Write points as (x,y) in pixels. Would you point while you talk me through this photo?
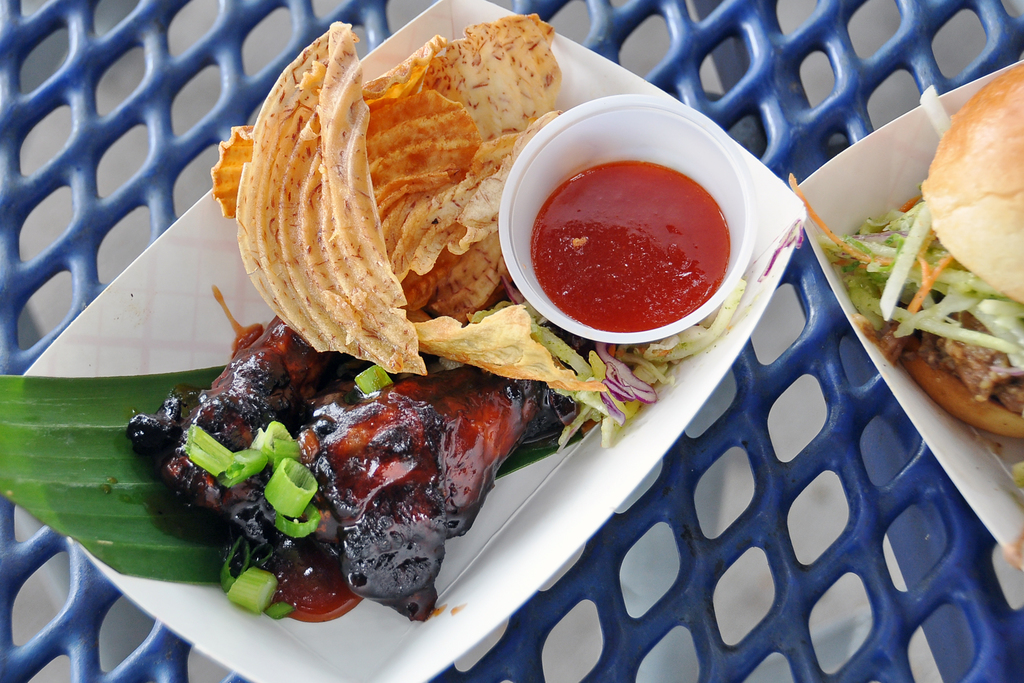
In this picture I can see 2 white color plates (873,164) in front (849,220) and on the plates (214,280) I can see food (588,256) which is of cream, black, red and few pieces of vegetables (954,272) and on the left plate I can see a cup (640,145), in which I see the red color thing (595,216) and I see that these 2 plates (891,137) are on the blue color thing (81,65).
